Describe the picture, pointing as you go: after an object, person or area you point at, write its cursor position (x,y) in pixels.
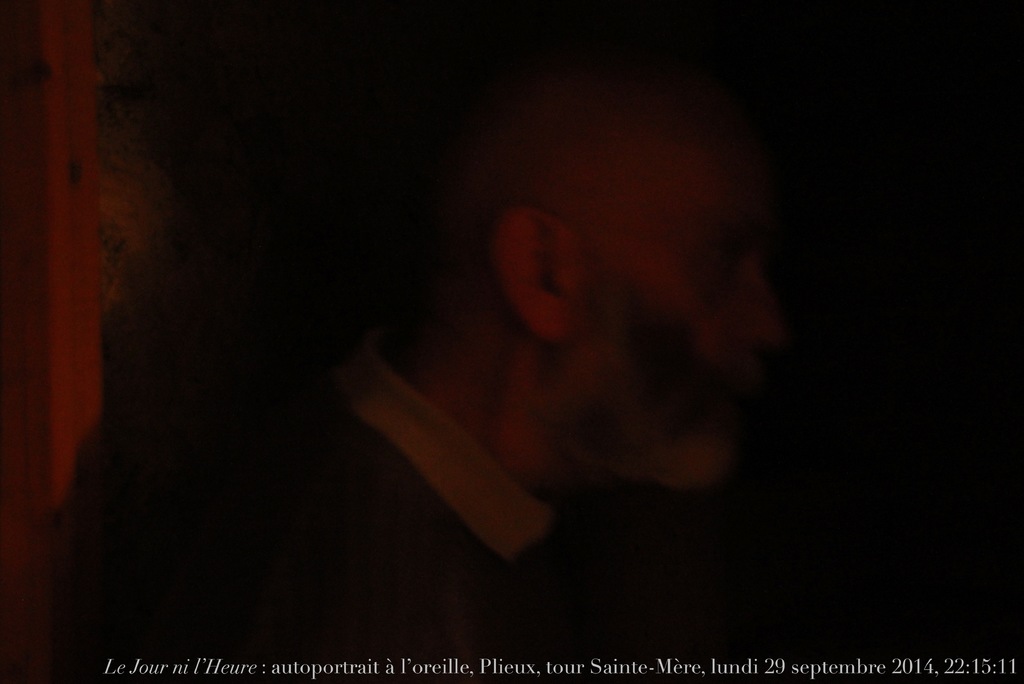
The picture has less light. In the center of a picture we can see a person (564,344). At the bottom (386,660) there is a text (185,665), date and time (952,663).
